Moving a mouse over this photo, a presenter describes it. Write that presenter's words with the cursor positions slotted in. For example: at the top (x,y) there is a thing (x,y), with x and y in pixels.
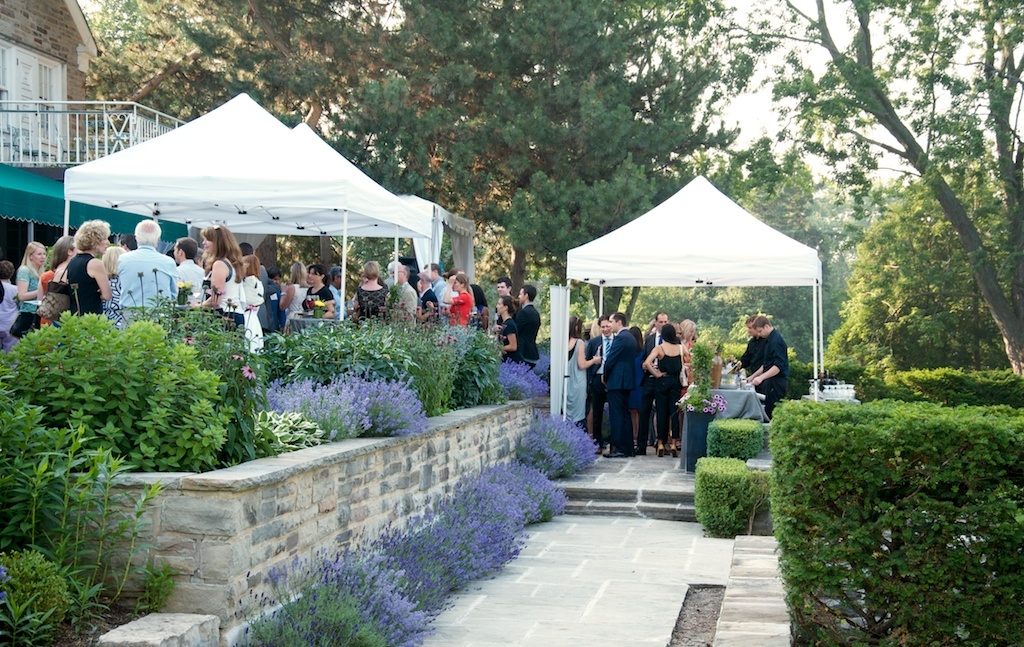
In this picture we can describe about the group of person (317,295) standing and discussing something. Above we can see white color canopy tents (657,270). In the front (331,587) bottom side there is some plants (434,560) with beautiful blue color flowers (456,548). In the background (278,46) we can see many trees (544,128).
